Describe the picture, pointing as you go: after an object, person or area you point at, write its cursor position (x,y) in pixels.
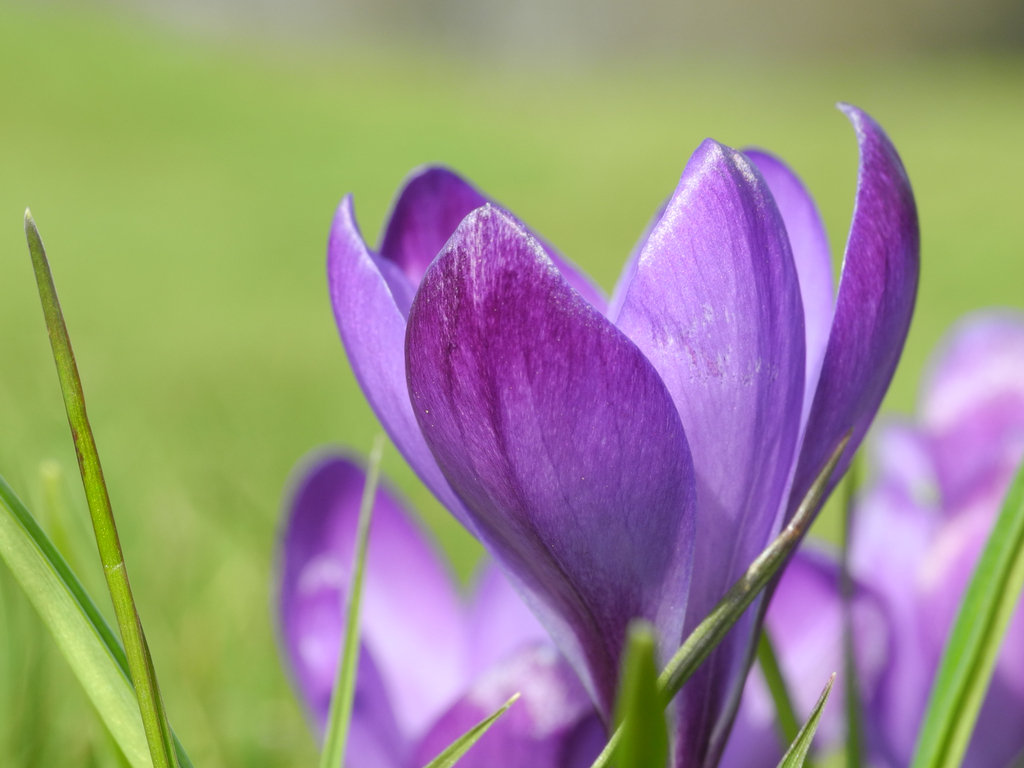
This is a zoomed in picture. In the foreground (632,581) we can see the flowers (784,514) and leaves (65,584) of a plant (546,524). The background of the image (166,210) is blurry and the background (161,222) is green in color.
